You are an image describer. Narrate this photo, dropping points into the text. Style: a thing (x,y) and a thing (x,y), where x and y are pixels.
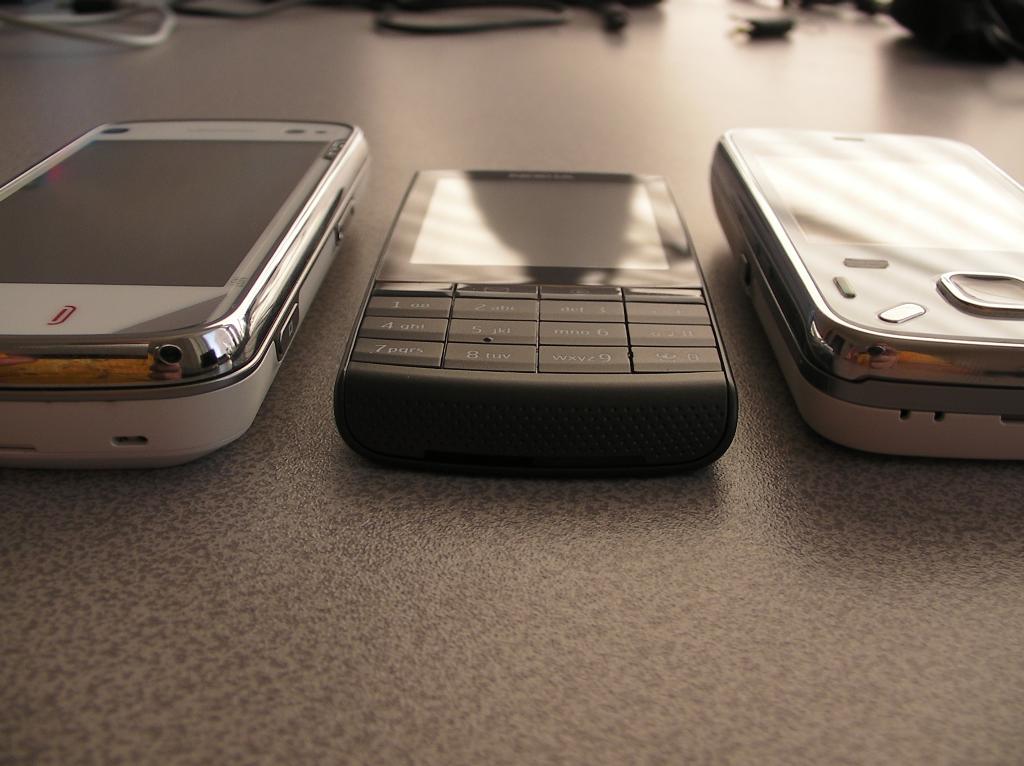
In this image in the center (472,264) there are three mobile phones (433,277), and at the bottom (213,546) there is a table (651,591) and in the background (989,7) there are some wires (449,25) and some objects (946,14).
